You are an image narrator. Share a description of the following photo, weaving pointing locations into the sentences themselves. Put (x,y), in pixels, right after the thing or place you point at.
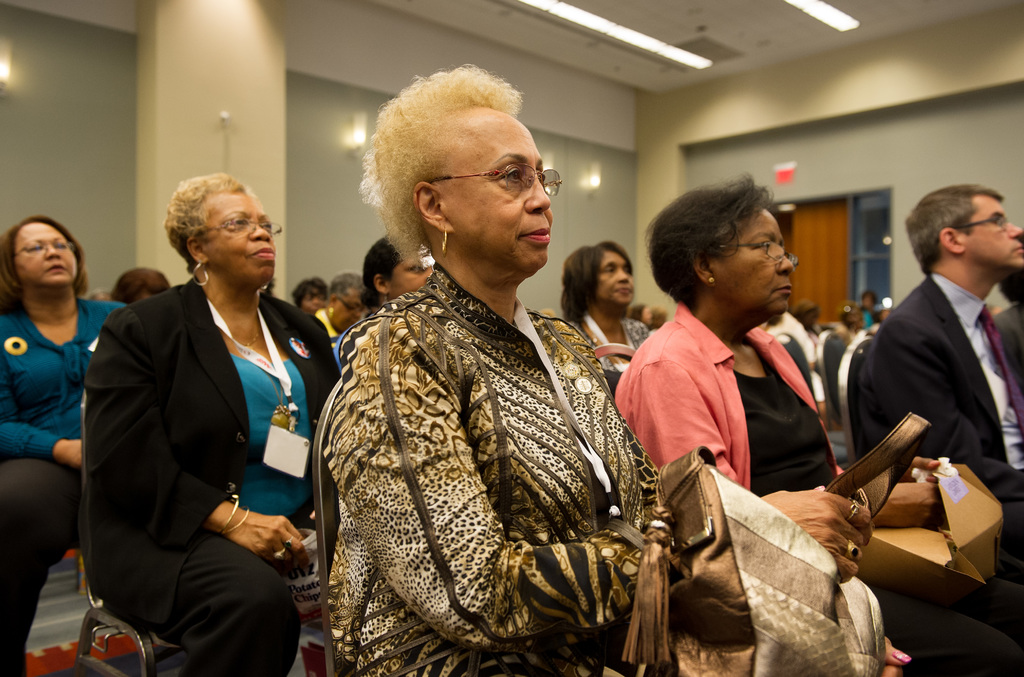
There are group of people (471,374) sitting on the chairs (323,515). This looks like a handbag (757,553). Here is the pillar (174,78). I can see the lamps (10,71) attached to the wall (593,161). This looks like a door (816,253). These are the ceiling lights (824,21), which are attached to the roof (594,30).
